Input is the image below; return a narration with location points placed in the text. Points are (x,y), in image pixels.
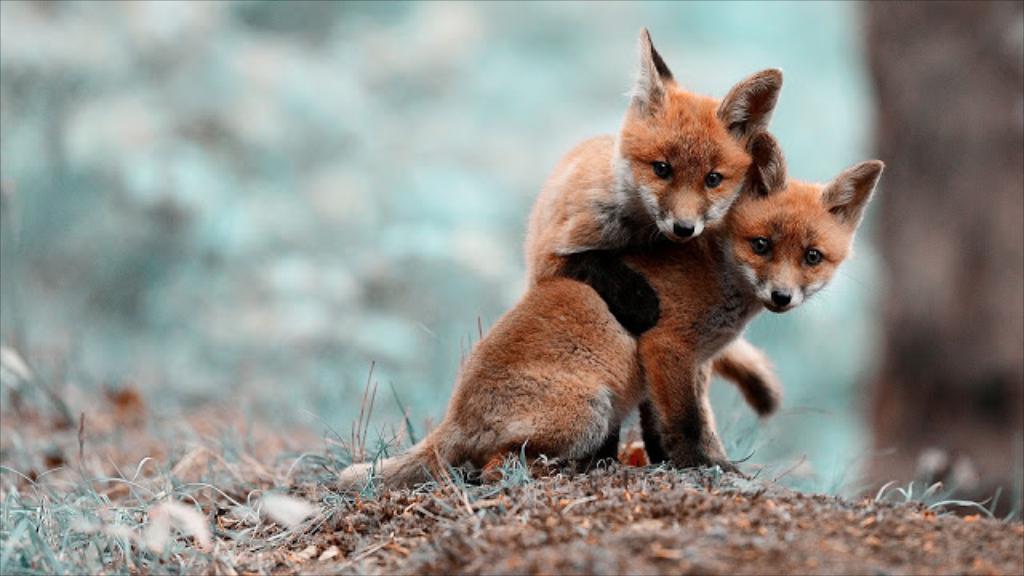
In the center of the image (608,315) we can see two animals (696,318). In the background (215,448), we can see it is blurred.
